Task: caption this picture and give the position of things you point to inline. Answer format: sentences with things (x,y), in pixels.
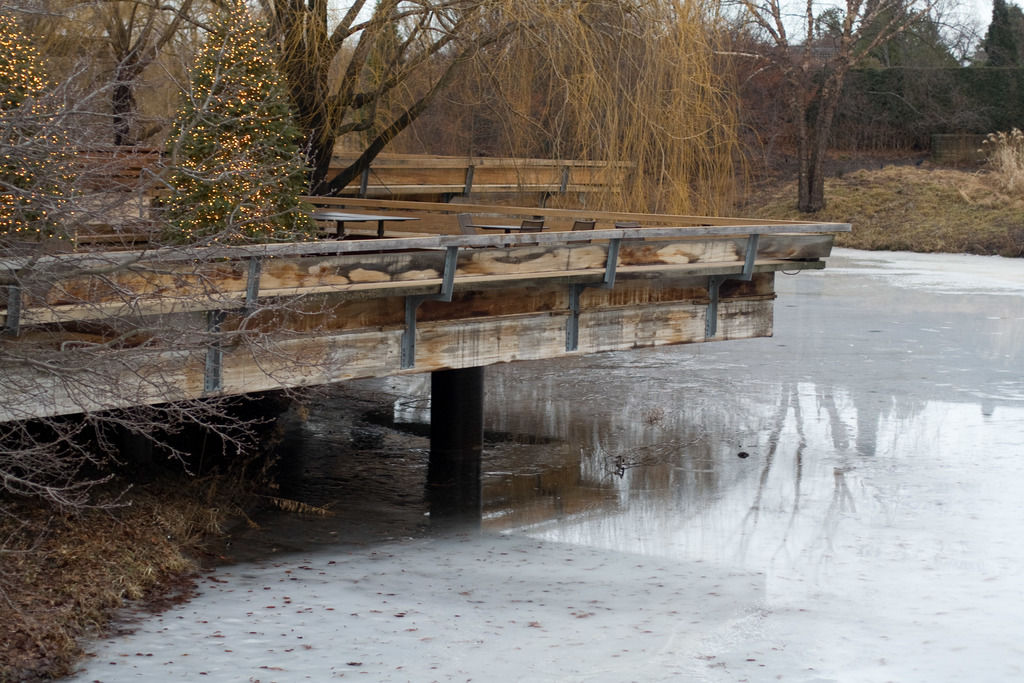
In this image, we can see some water (532,462). We can also see a wooden bridge (435,313) above the water (703,617). There are a few trees (206,161) and plants (68,214). We can also see some grass (116,527) and the sky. We can see the reflection (561,500) of trees (526,143) in the water (951,513).
